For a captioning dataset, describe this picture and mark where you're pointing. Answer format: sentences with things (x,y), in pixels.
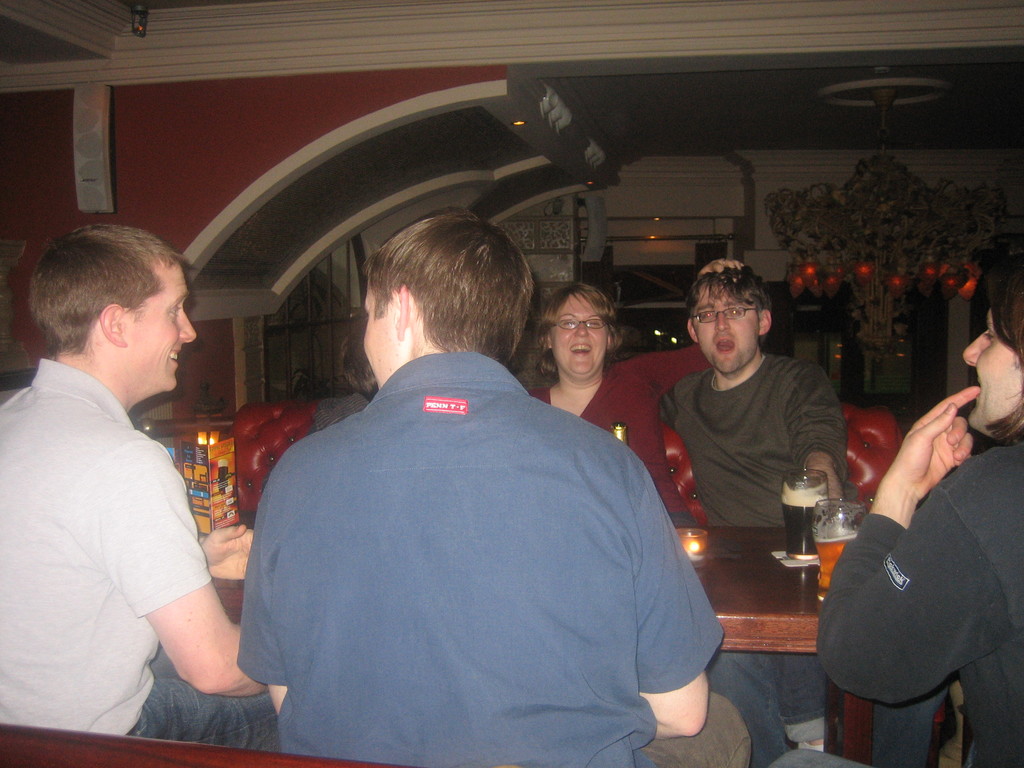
This is the picture of a place where we have some people (386,416) sitting in front of the table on which there are some glasses (811,533) and behind there is a lamp (787,223) to the roof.
